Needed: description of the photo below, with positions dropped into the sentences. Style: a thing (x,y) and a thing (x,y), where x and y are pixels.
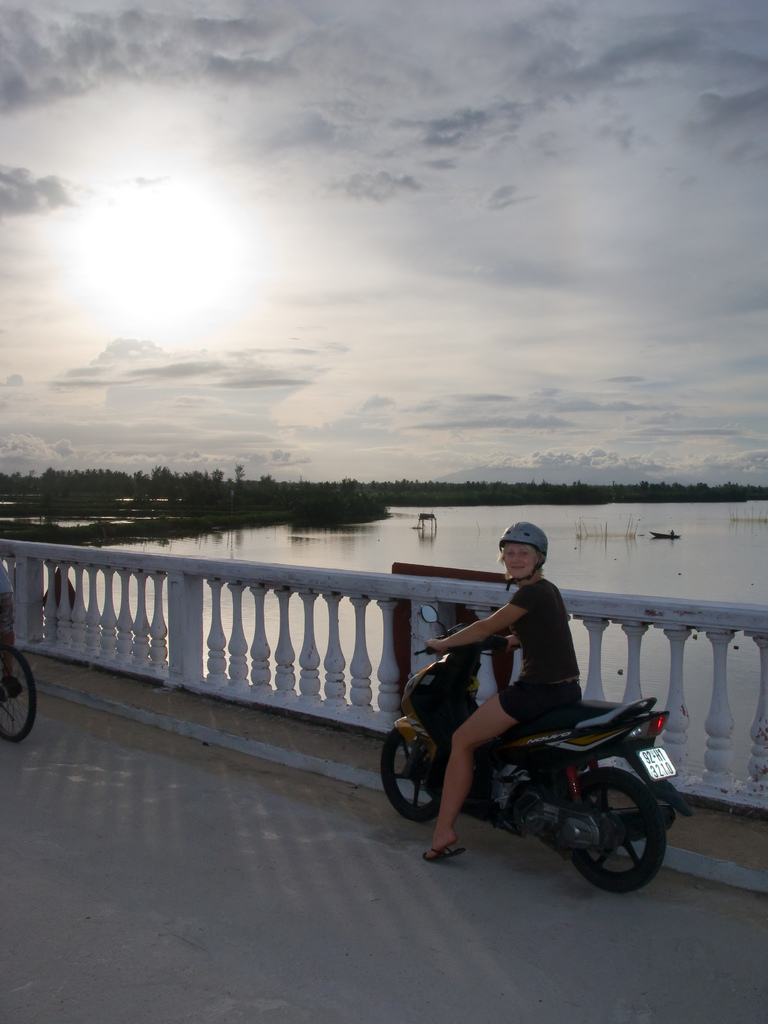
In this image in front (475,737) there is a girl (561,648) sitting on the bike (531,745). Behind her there is a railing (449,616). On the backside (369,552) there is water (399,542). In the background (187,495) there are trees (166,480) and sky (397,331). At the bottom (203,873) there is a road (166,851).
